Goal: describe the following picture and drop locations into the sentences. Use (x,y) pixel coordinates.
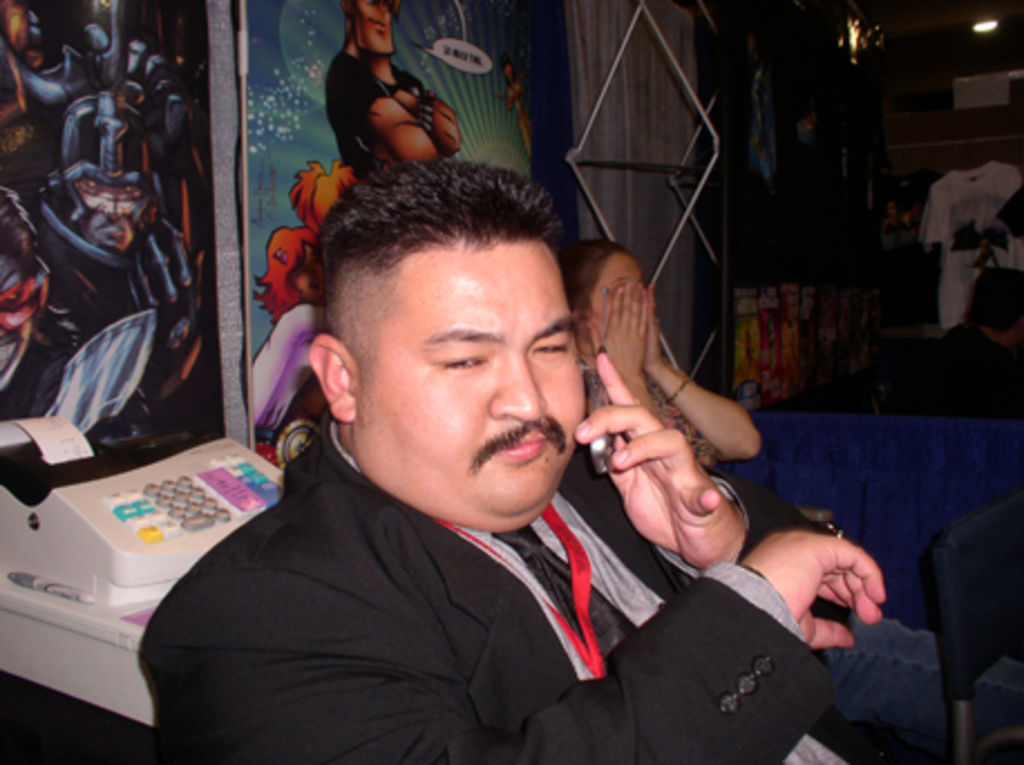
In the center of the image (423,322) there is a person (410,385) holding mobile phone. In the background (2,123) we can see person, t-shirt (966,253), wall (766,154), curtain (628,140), prints (61,449) and posters (386,130).
